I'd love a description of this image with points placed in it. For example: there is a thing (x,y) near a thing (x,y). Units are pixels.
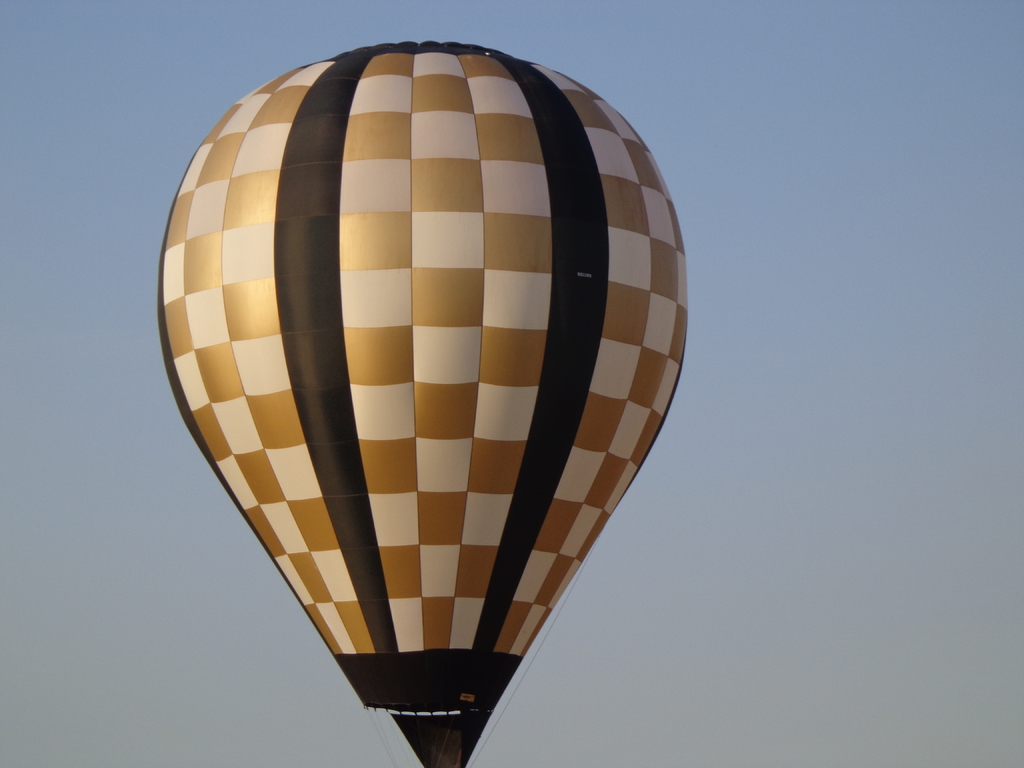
In this image there is a gas balloon (471,293) in the air (7,718).
